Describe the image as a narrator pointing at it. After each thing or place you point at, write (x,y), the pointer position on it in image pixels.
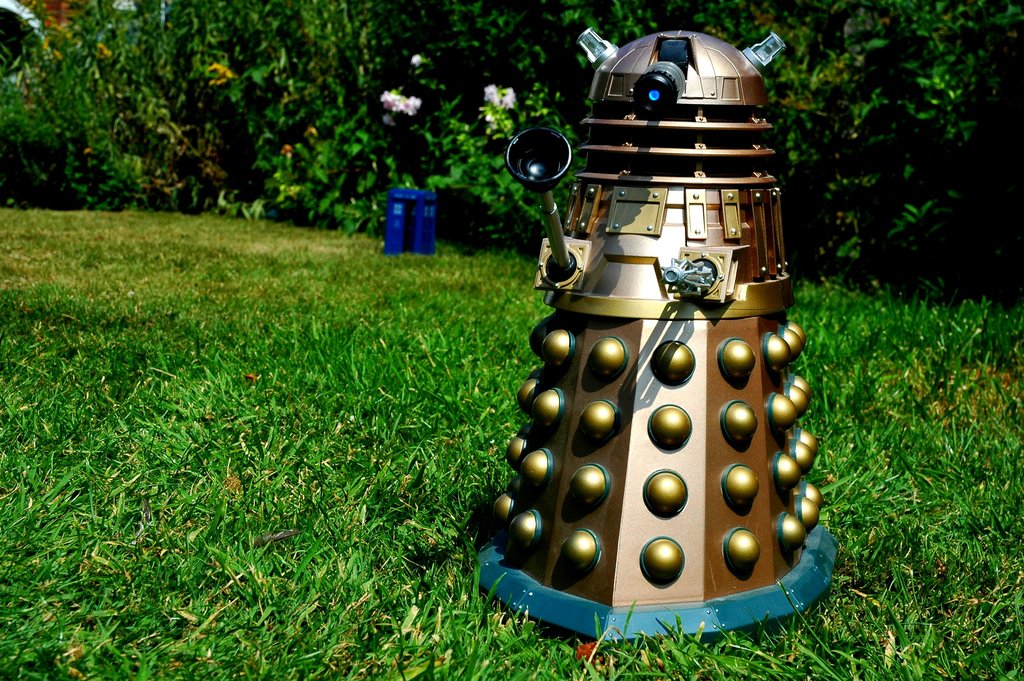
This is looking like a garden (255,186). On the right side (684,192), I can see a machine (656,406) which is placed on the ground (370,625). At the bottom of the image (125,585) I can see the grass (160,423). In the background (338,62) there are many plants (408,69) along with the flowers (396,106).
